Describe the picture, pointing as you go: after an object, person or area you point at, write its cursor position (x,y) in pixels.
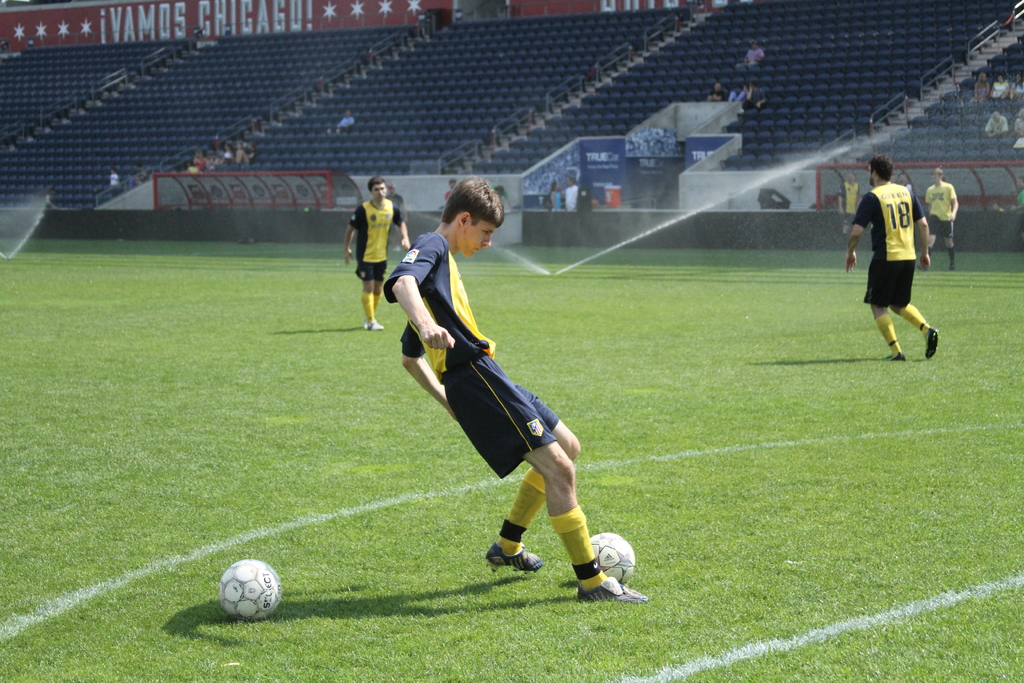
In this picture there is a man (478,351) who is playing football. There is a ball (232,571). There is also another man (365,268) who is standing. There is a person (890,268) who is walking. There is also another man (952,212) who is standing. There are few people (232,163) at the background (198,155).
